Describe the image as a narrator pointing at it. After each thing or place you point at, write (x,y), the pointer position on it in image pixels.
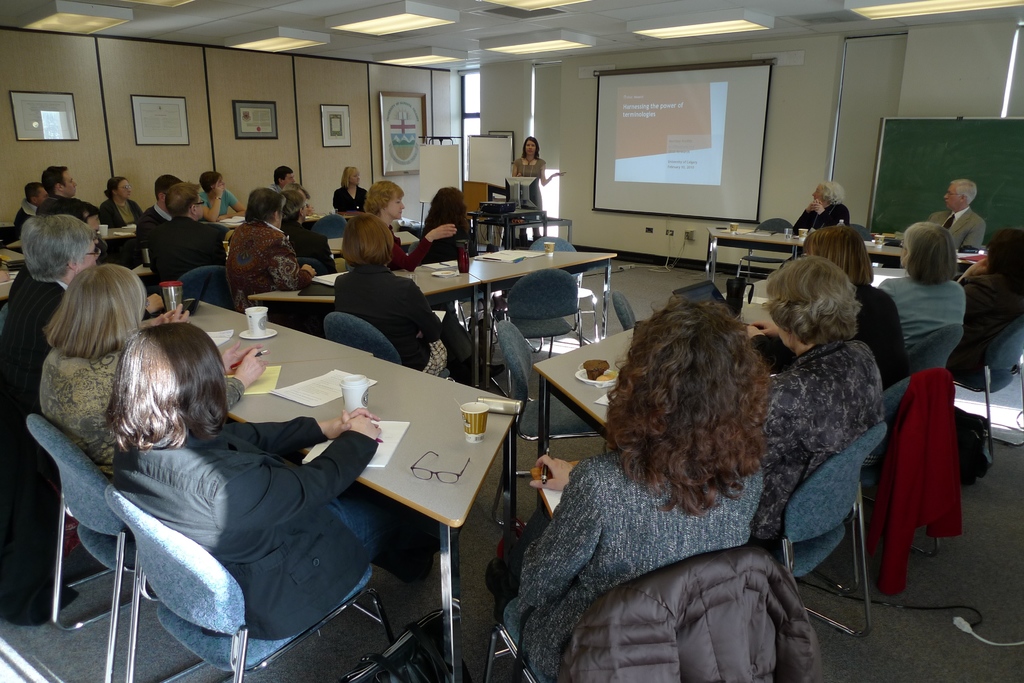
In this image I can see people (37,207) where one is standing and rest all are sitting on chairs (185,621). I can also see few tables (290,360) and on these tables (226,319) I can see few cups (255,305), papers (315,383) and a specs (450,469). In the background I can see a projector screen (629,85) and here I can see few frames (382,129) on this wall (346,98). I can also see few jackets (908,466) over here.
